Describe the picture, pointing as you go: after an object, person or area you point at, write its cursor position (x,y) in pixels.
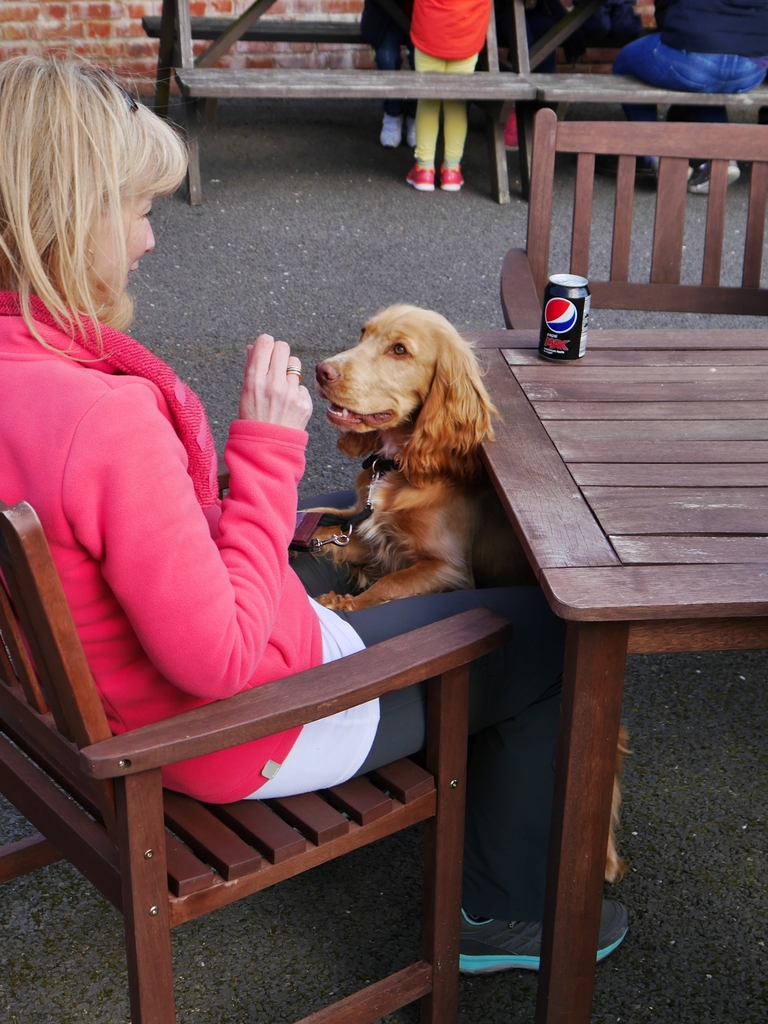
There is a woman (54,76) sitting in chair (215,822) and dog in front of her and a pepsi tin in table (568,432).
